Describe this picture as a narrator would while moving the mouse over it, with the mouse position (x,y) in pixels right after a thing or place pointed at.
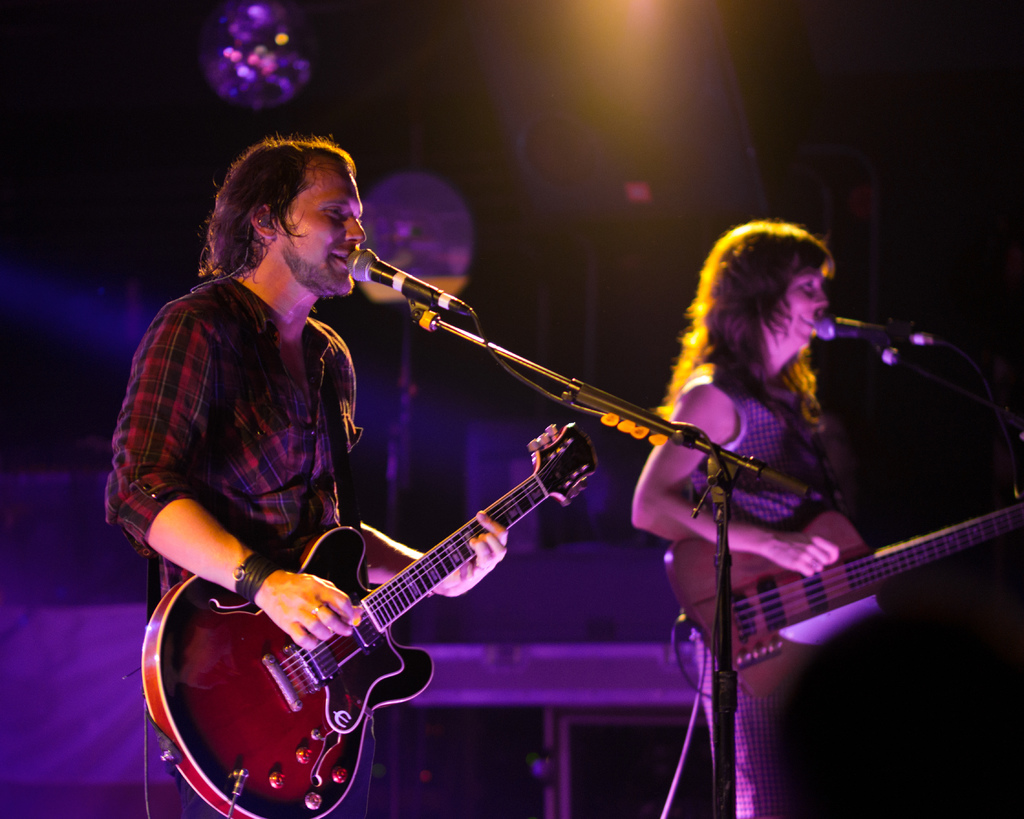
In this picture a man (284,494) is playing guitar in front of microphone (367,273) and a woman (727,386) also playing guitar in front of microphone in the background (681,104) we can see couple of lights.
